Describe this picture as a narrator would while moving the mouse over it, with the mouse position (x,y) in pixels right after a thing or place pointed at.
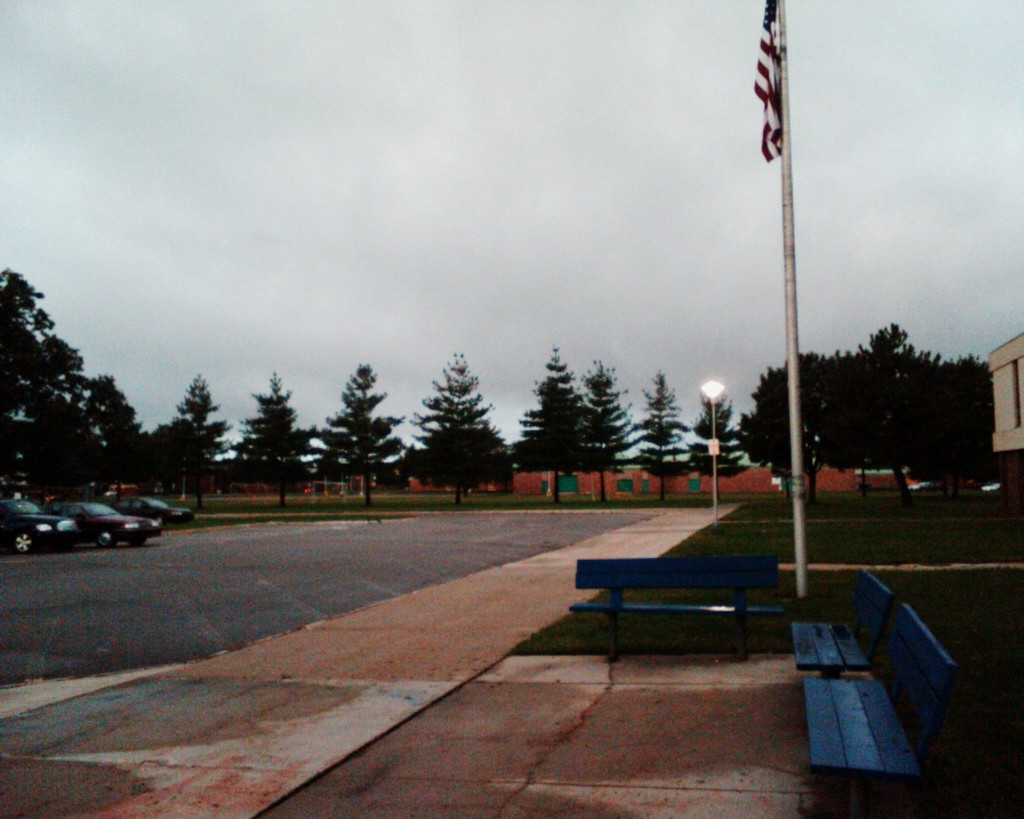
In this image I can see few vehicles (72,530) on the road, trees (156,473). At right (789,137) I can see a light pole (709,389), a flag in red, white and blue color. At right (992,389) I can see a building (991,402) in cream color, at top (292,81) sky (282,167) is in gray color.
